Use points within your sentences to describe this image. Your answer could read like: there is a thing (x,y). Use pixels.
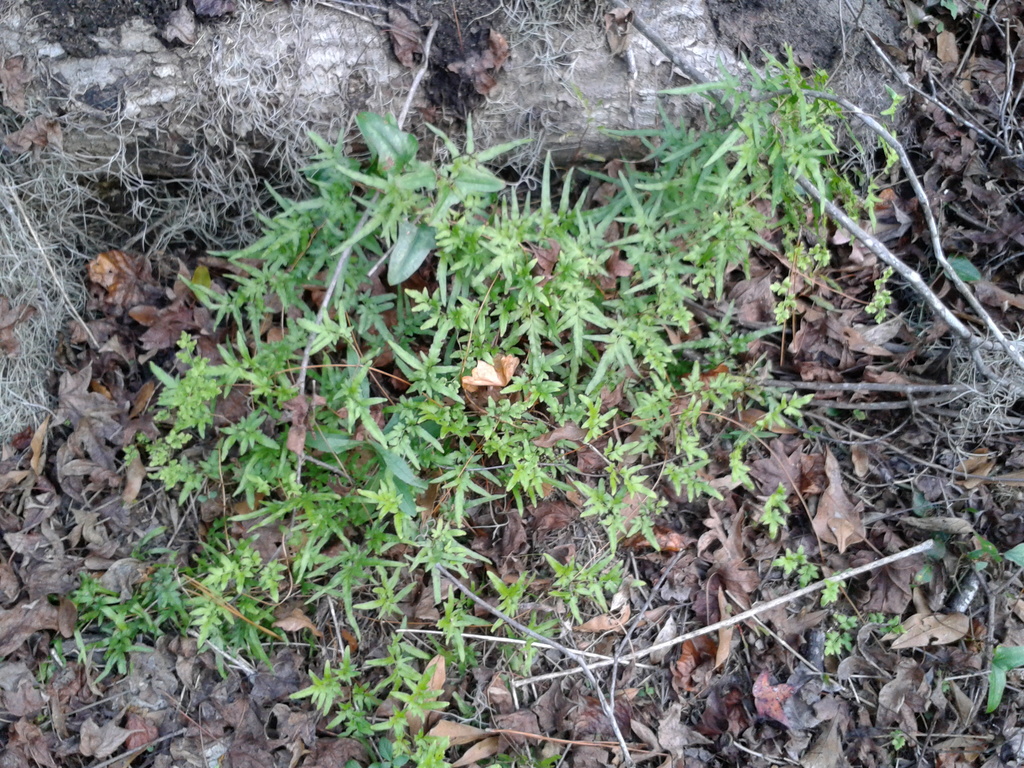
In this image we can see small plants (249,604) on the land (241,511) and dry leaves (670,676) and stems (593,672) are also there.
